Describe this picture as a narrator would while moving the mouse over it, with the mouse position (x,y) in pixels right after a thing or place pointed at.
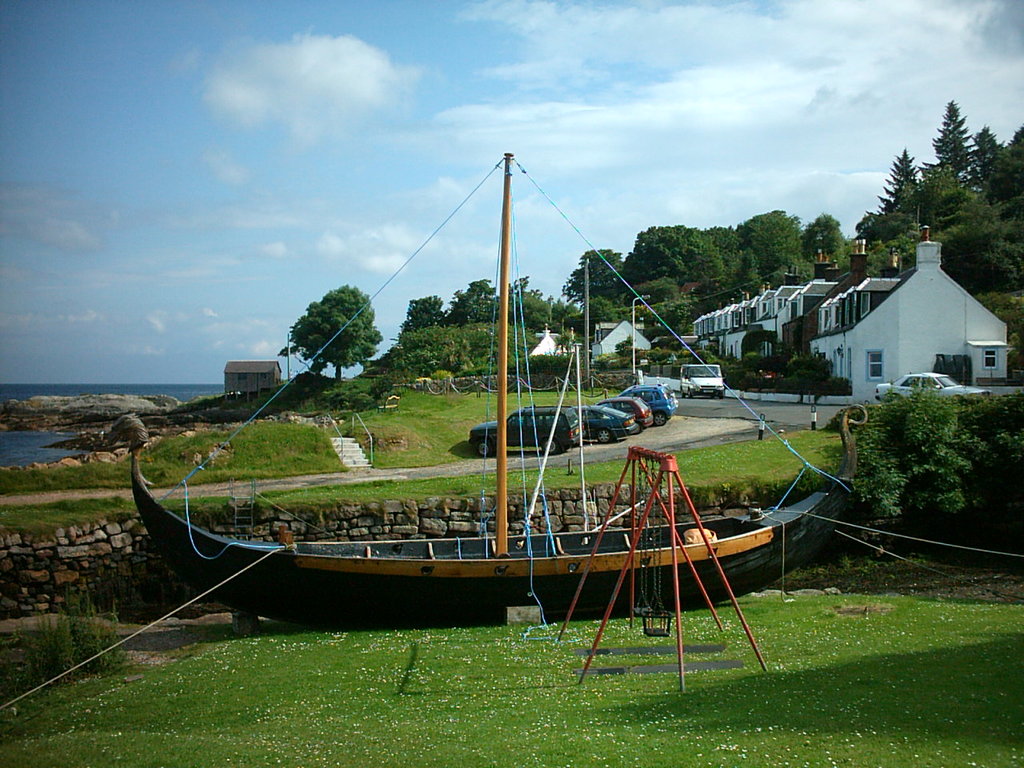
In this image I can see a boat (519,560) and I can see the wall (426,511) beside the boat (498,511) and at the top (220,109) I can see the sky (688,41) and tree (827,238) and building (886,313) and in the middle (659,390) I can see a vehicles (716,382) parking on the road (412,470). And I can see lake (62,385) visible on the left side (52,438).
